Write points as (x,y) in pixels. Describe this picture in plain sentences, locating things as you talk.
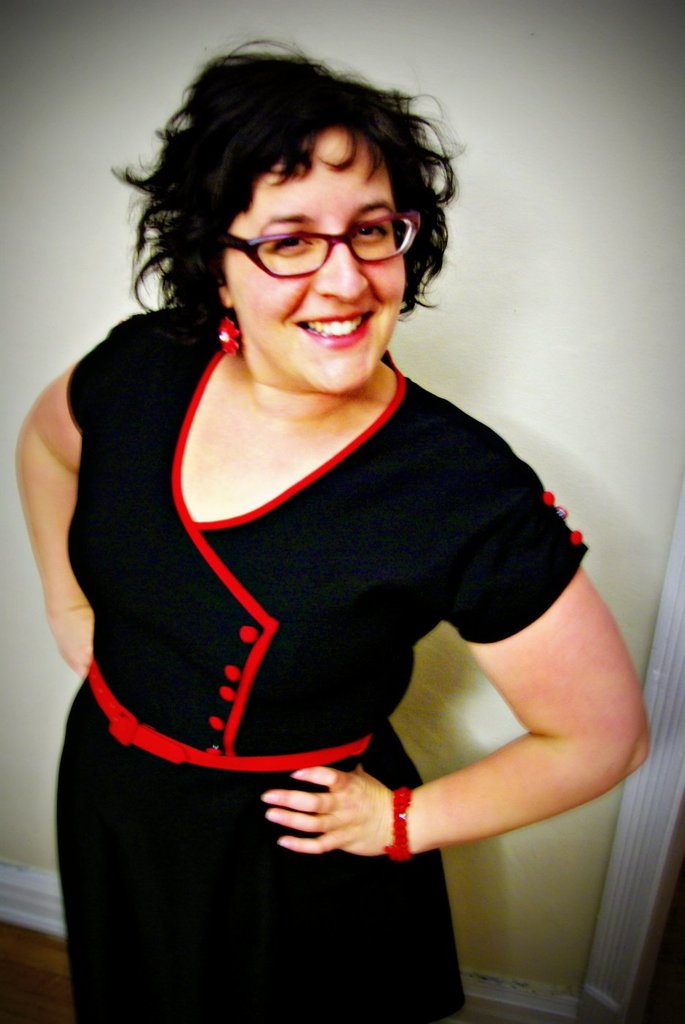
In this image, we can see a woman (258,676) is watching and smiling. Background (546,447) there is a wall (538,406). On the left side (48,978) bottom corner, we can see wooden floor (31,986).
